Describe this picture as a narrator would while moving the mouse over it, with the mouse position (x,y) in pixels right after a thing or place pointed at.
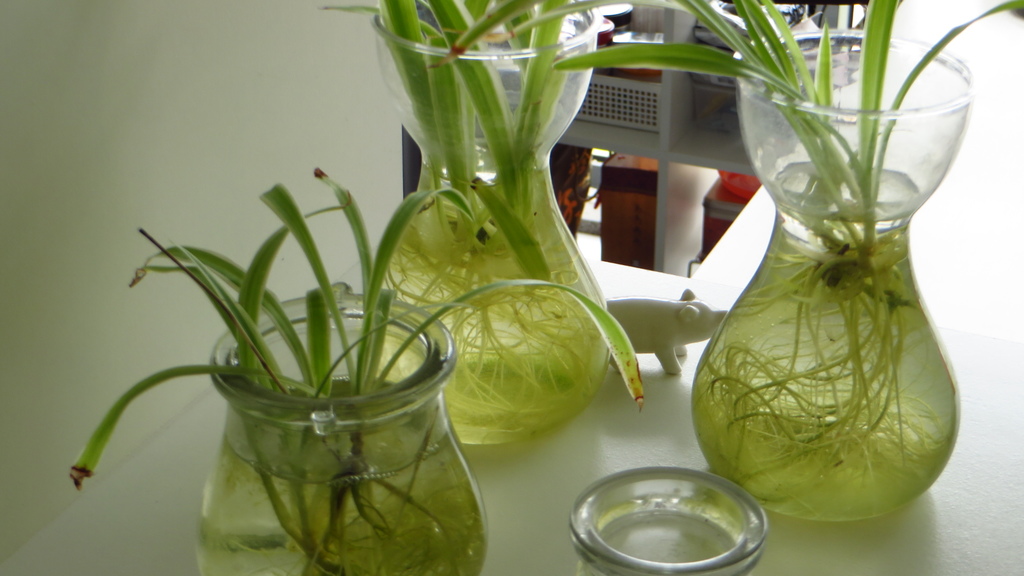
In the foreground of the image (425,284) there are water plants (541,85) in the flask (476,210). There is a depiction of a pig (689,331) on the table (638,354).
